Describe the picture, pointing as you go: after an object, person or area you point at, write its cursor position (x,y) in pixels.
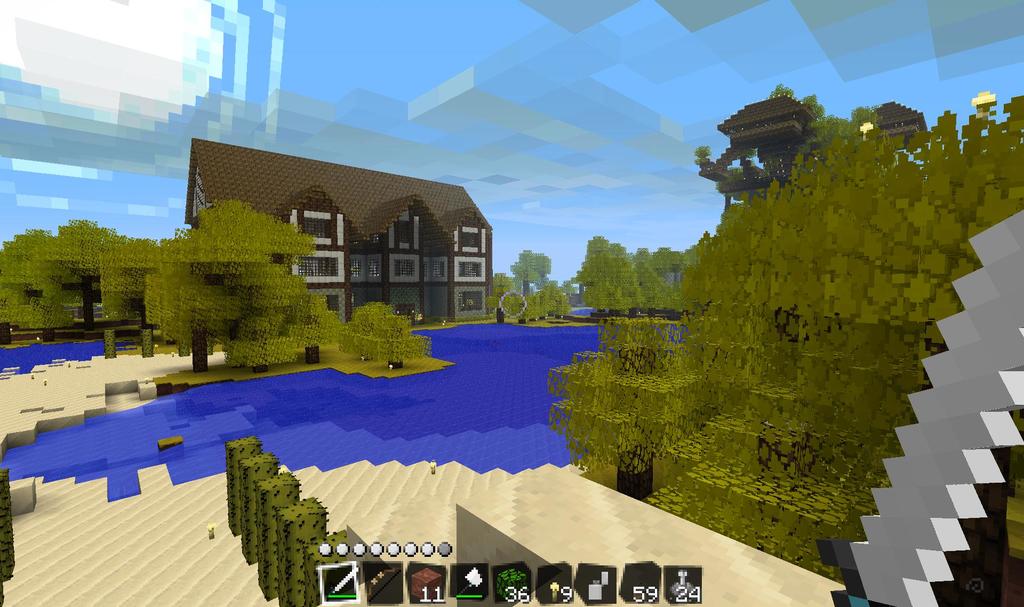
Here this picture is a animated image, in which we can see a animated house (324,219), plants (355,344), trees (147,301) present over there.
